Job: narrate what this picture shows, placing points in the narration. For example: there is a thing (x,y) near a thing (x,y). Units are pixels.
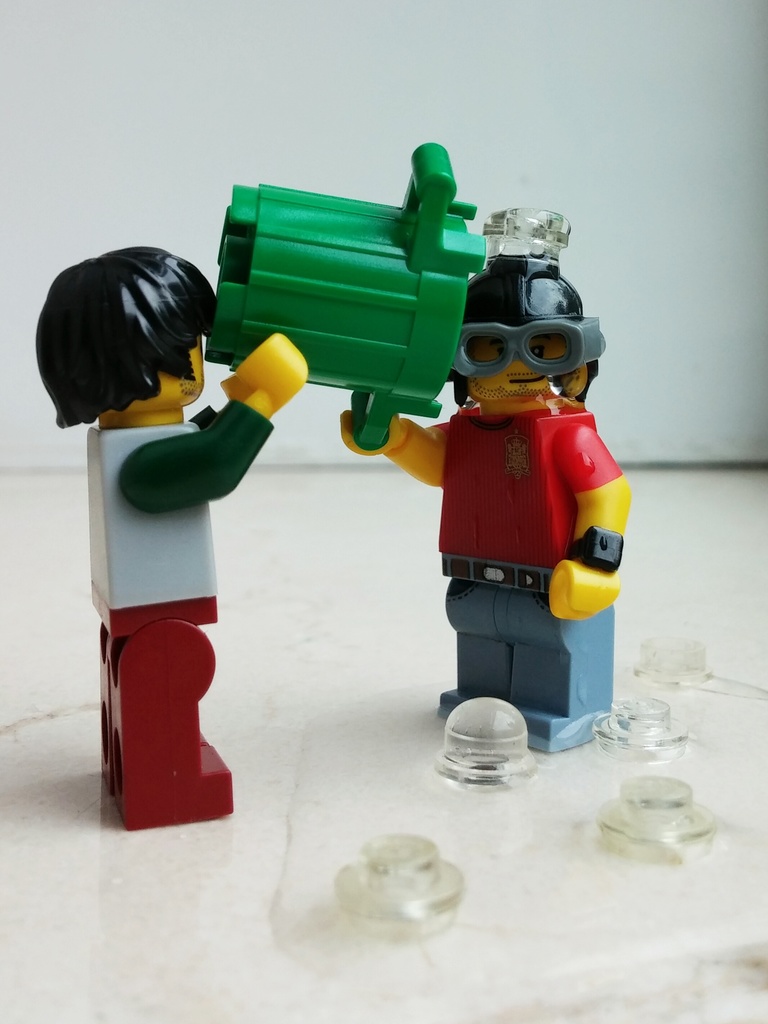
There are toys (405,400) on a surface (378,826). In the background (485,119) there is a wall (581,66).
